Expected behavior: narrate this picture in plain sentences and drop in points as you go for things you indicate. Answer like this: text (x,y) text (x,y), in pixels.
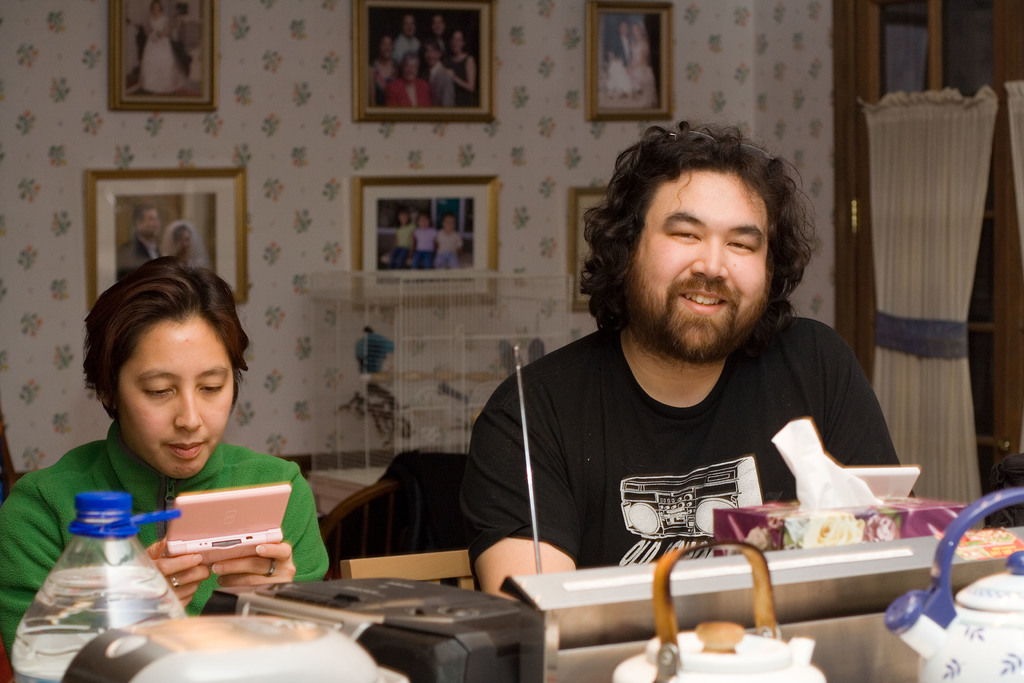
On the background (286,41) we can see photo frames (211,78) over a decorative wall (487,137). Here we can see two persons (696,266) sitting on chairs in front of a table (709,581) and on the table (988,560) we can see bottle (98,581), kettles (744,659), music player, radio tape (514,602), tissue paper box (840,540). At the right side of the picture (1015,199) we can see a door (993,224).
